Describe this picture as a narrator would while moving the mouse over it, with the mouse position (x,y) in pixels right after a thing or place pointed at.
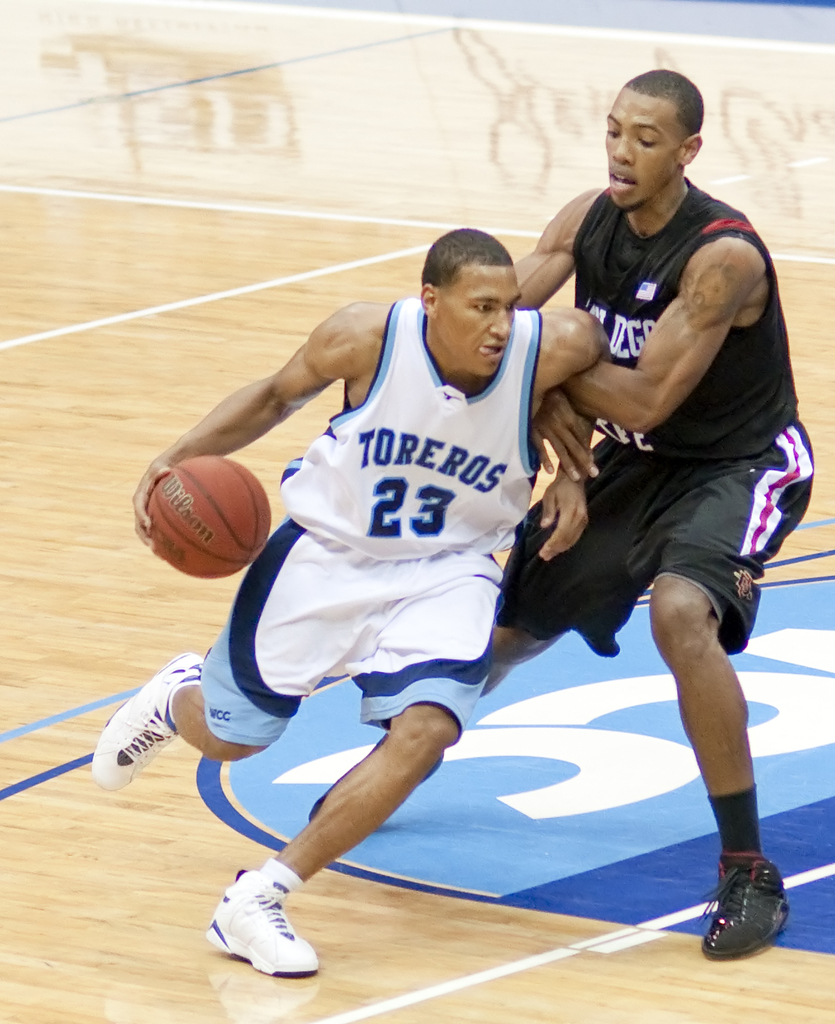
In the middle of the two persons (259,418) are playing basketball and he is holding ball (153,532).
